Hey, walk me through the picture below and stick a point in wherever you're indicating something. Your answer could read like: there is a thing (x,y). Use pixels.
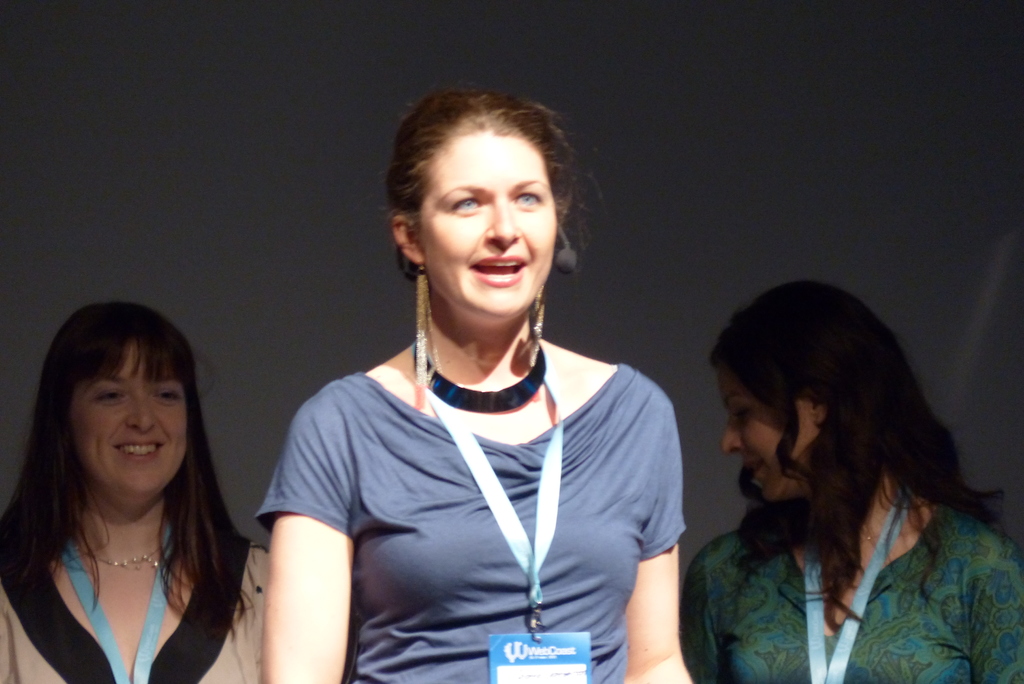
A person (519,266) is standing wearing long earring (419,388), t shirt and an id card (582,679). Behind her 2 other women (978,573) are standing.
